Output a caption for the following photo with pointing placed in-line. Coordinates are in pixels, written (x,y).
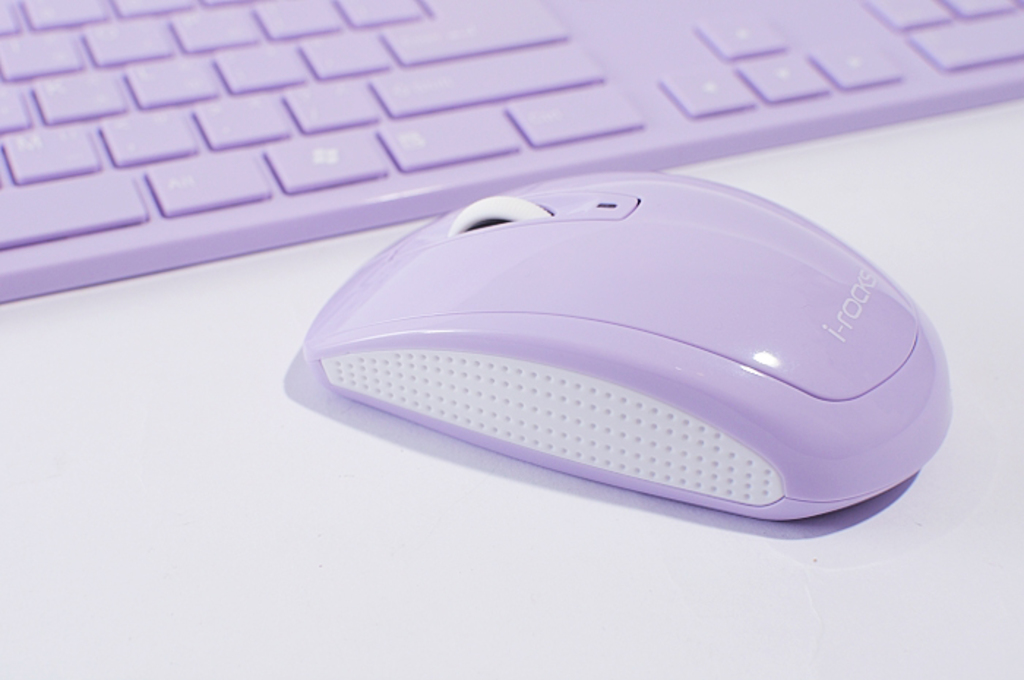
In this image I can see a computer mouse (515,329) and a keyboard (222,166) on a white color surface (235,515).
